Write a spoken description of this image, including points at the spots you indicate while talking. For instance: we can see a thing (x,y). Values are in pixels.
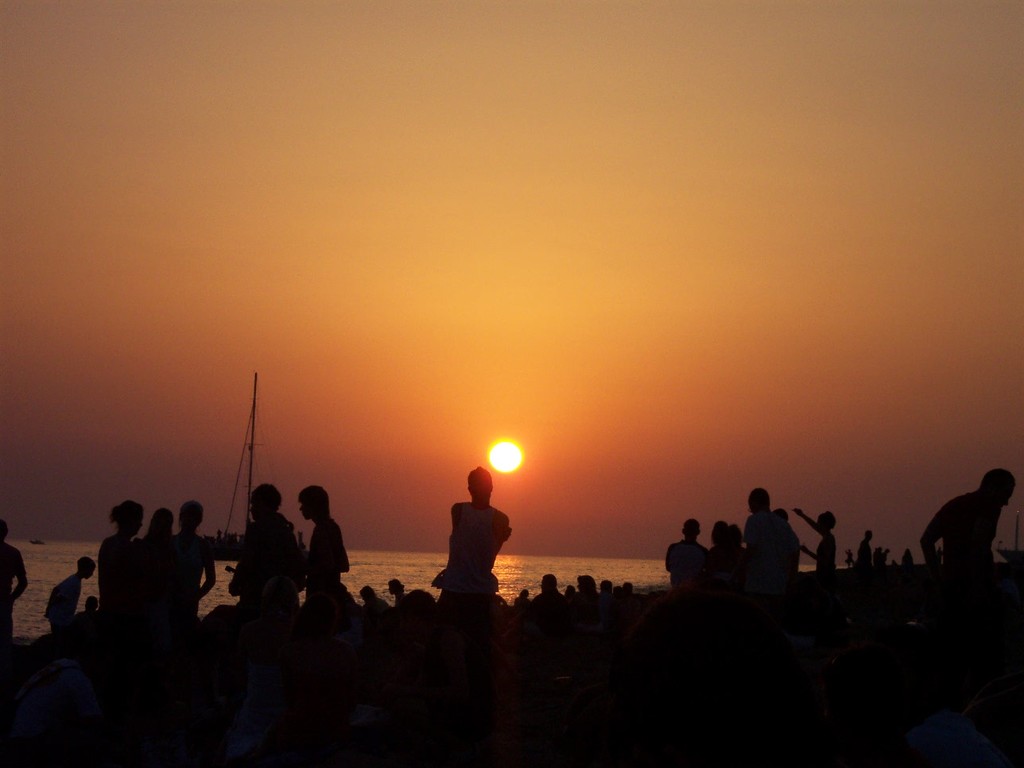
In this picture there is a group of boys (269,500) standing at the seaside (208,640) sunset. Behind there is a water (498,562) and red color sky (447,504).
